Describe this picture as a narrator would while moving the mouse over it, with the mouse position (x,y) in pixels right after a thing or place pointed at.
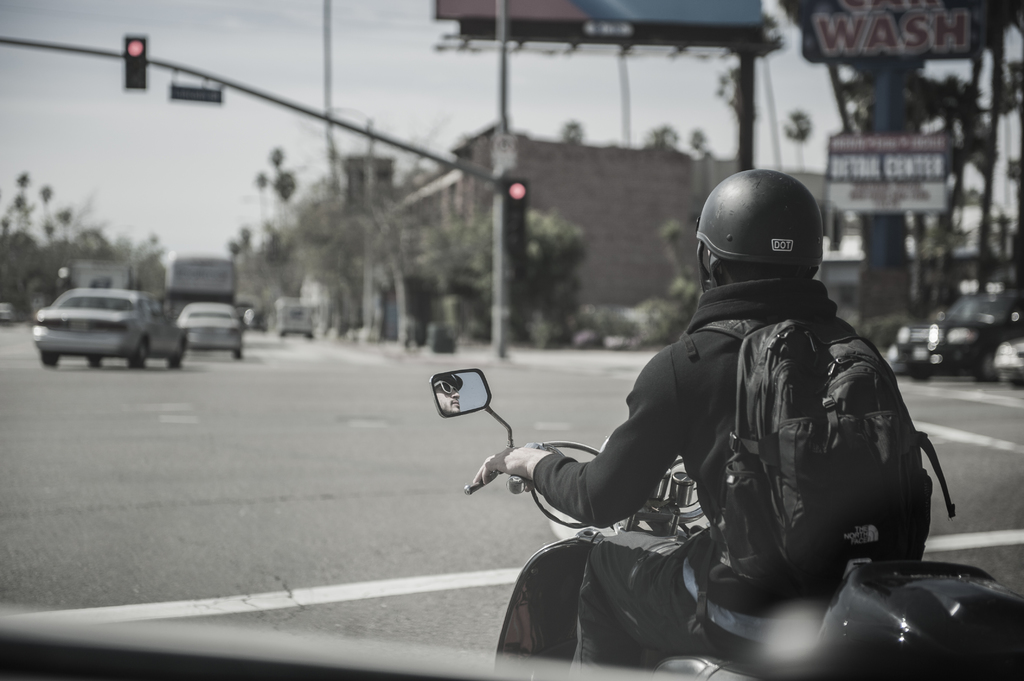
This person (823,471) sitting and riding bike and wear bag (793,421), helmet (775,212). We can see vehicles (81,342) on the road (224,458). A far we can see traffic signal (507,210) with pole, building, boards (753,0), trees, sky (295,59).
